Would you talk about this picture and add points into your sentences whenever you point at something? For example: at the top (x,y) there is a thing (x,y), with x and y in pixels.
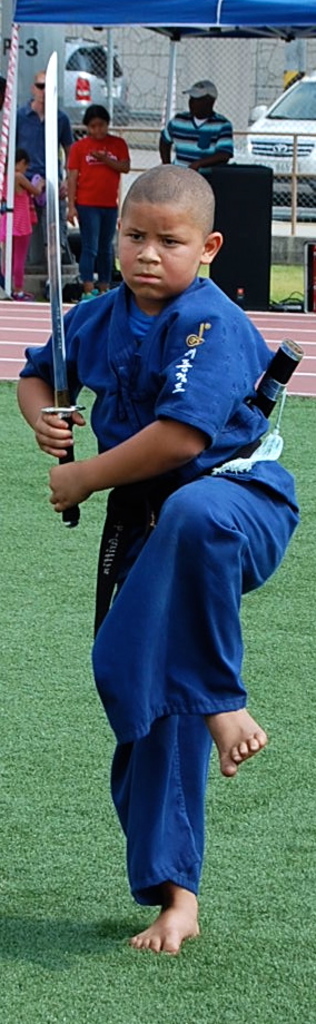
In this image there is a boy (183,476) he is holding a sword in his hands (74,480), in the background (101,207) there are people (38,151) under the tent (58,13) and there are cars (64,74).
